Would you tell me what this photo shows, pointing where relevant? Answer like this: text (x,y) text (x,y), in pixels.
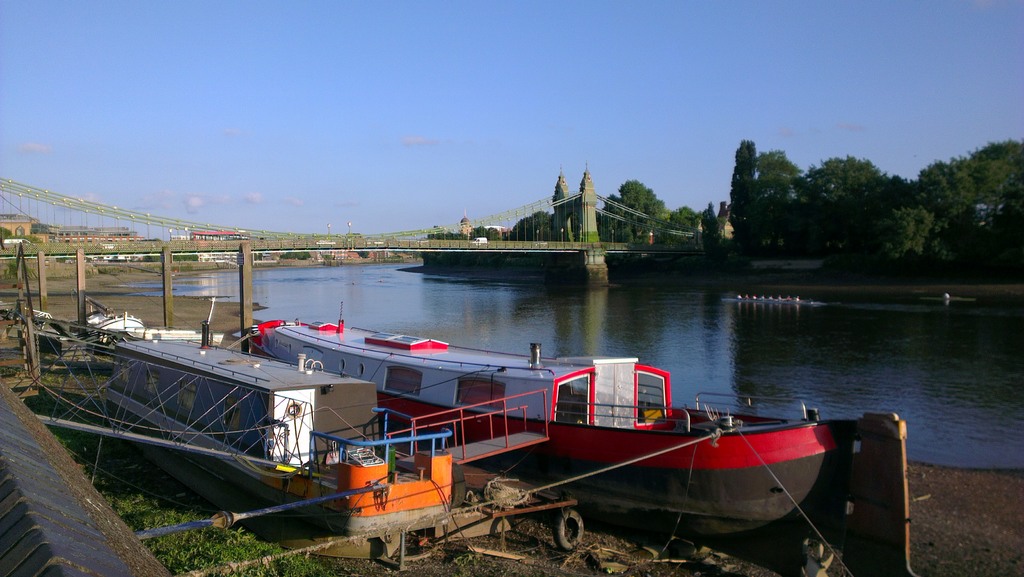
This is an outside view. At the bottom (669,437) there are two boats (217,395) and metal objects (401,548) on the ground (581,574). On the left side (158,244) there is a bridge (339,242). On the right side (772,306) there is a river (745,341) and we can see many trees (752,214). In the background (90,233) few buildings (121,235) are visible. At the top of the image (372,91) we can see the sky (287,53).
